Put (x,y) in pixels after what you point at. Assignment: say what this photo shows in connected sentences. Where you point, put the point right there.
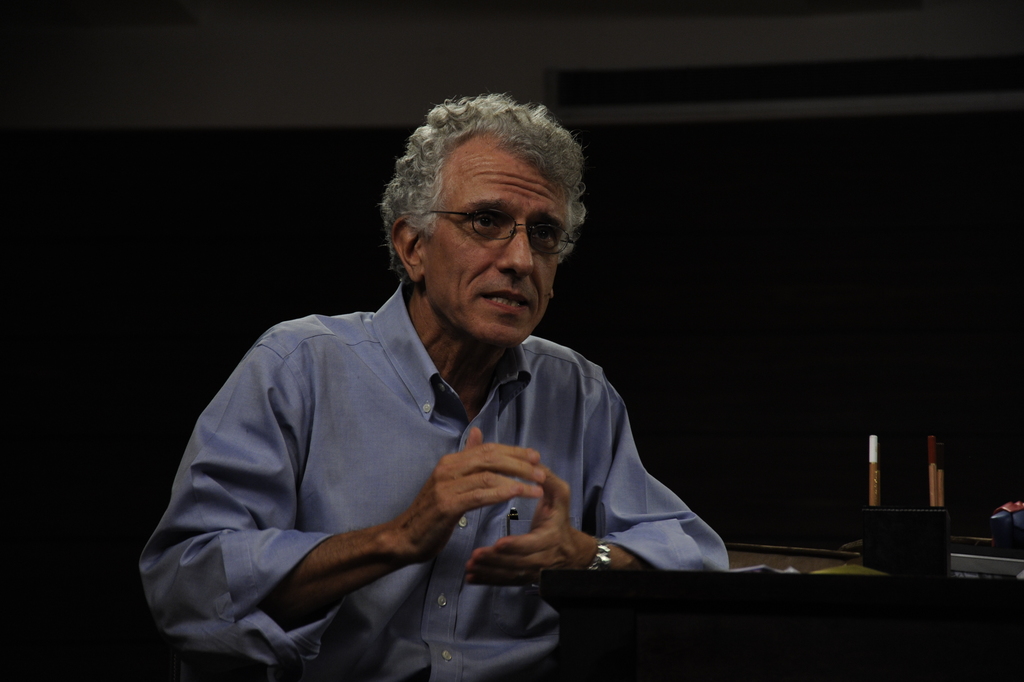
In this picture I can see a man (489,379) sitting and a pen stand (915,534) on the table (852,588) and I can see a dark background (819,286).
